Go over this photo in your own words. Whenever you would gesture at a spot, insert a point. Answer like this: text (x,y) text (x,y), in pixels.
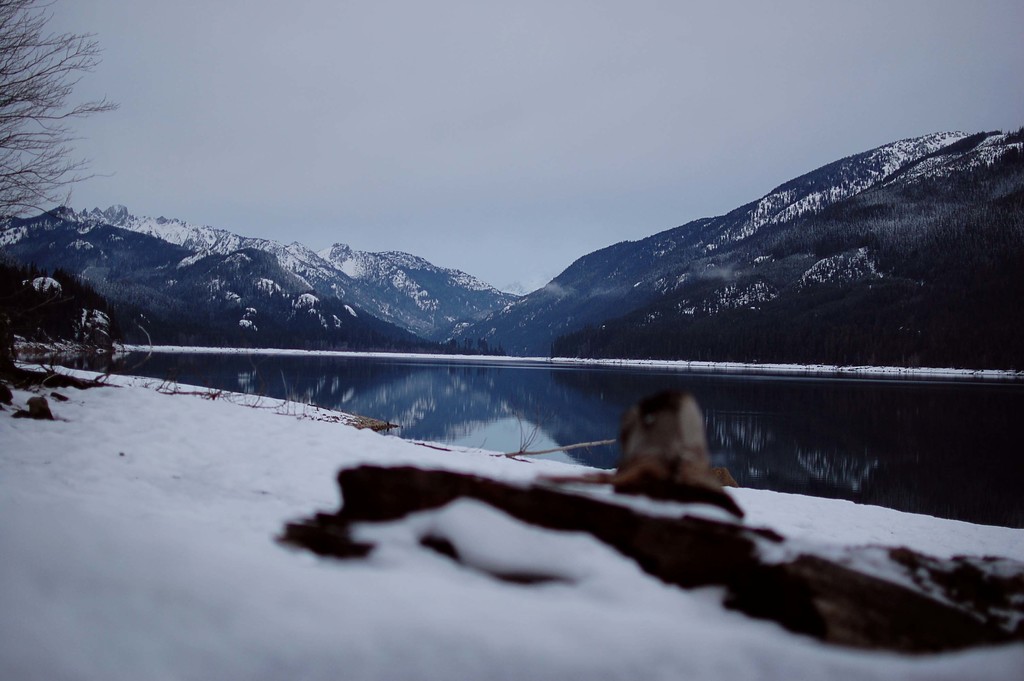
In this image we can see snow (973,680), water (520,419), and mountains (559,285). On the left side of the image (48,376) we can see branches (8,48). In the background (474,153) there is sky (810,117).
